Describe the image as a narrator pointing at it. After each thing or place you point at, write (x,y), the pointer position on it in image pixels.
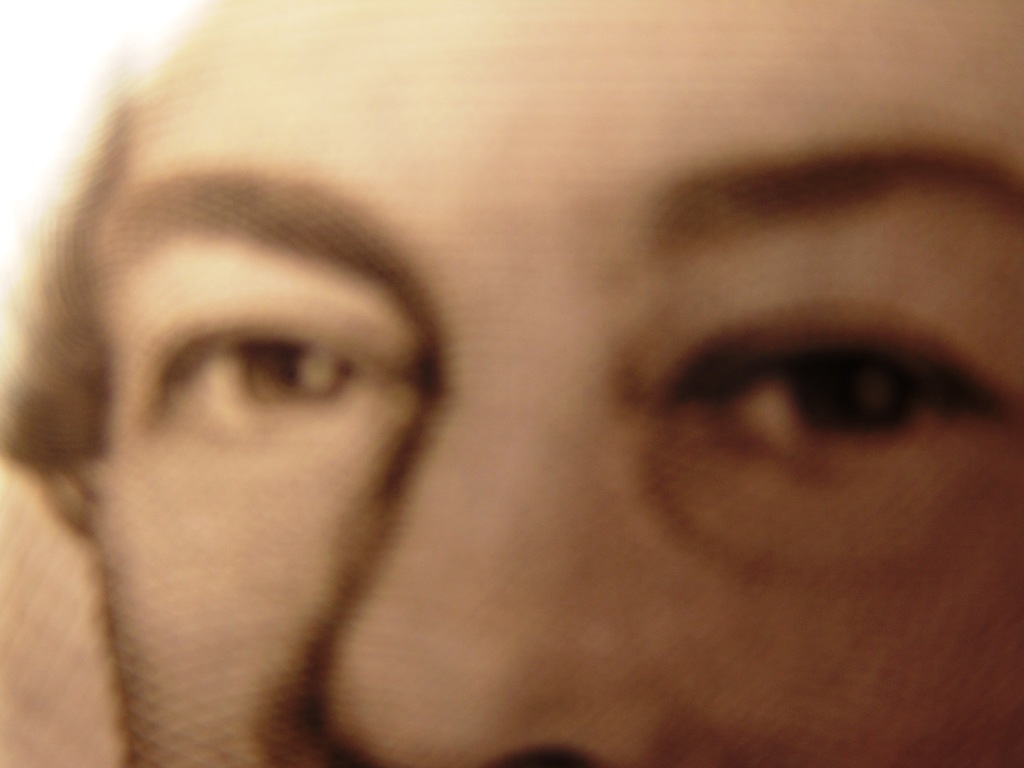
Here in this picture we can see close up view of eyes (328,349) and nose (458,389) of a person (437,449) in a picture over there.
